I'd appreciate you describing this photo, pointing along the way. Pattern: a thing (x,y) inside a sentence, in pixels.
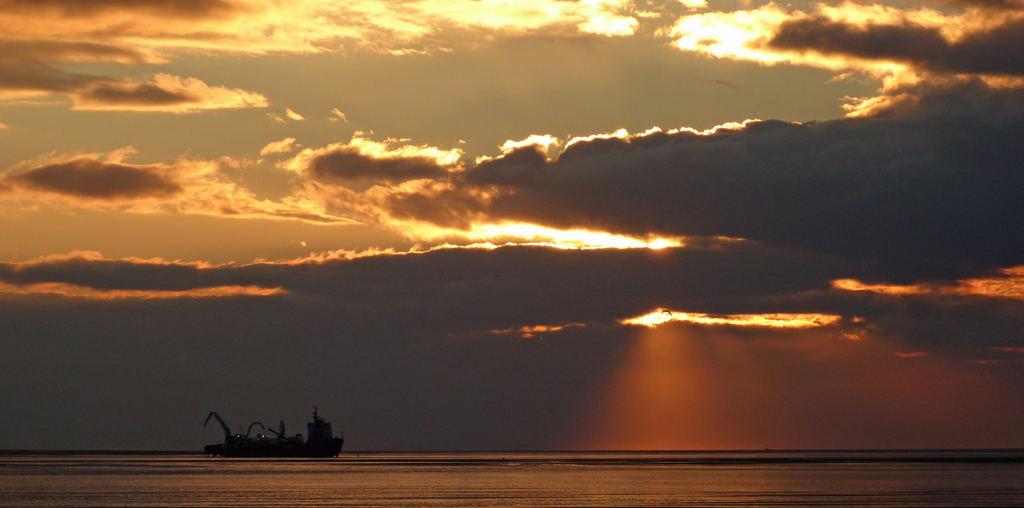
In the picture we can see water (500,486) and a ship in it and in the background (555,323), we can see a sky (602,419) with clouds (525,271) which are black in color and behind the clouds (550,349) we can see a sunshine (491,247).
